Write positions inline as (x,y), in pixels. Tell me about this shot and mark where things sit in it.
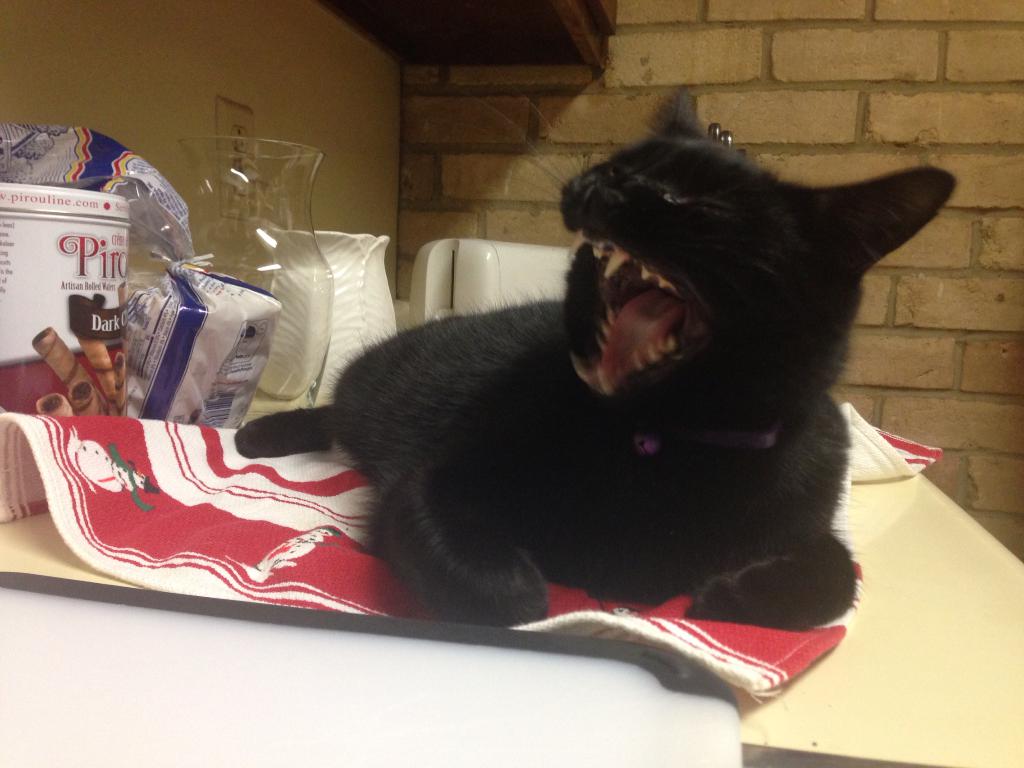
Here there is cat (600,403), jar (280,220), cover (245,325), box (81,297), towel (309,541) is present on the table (932,644). This is wall (745,104).
